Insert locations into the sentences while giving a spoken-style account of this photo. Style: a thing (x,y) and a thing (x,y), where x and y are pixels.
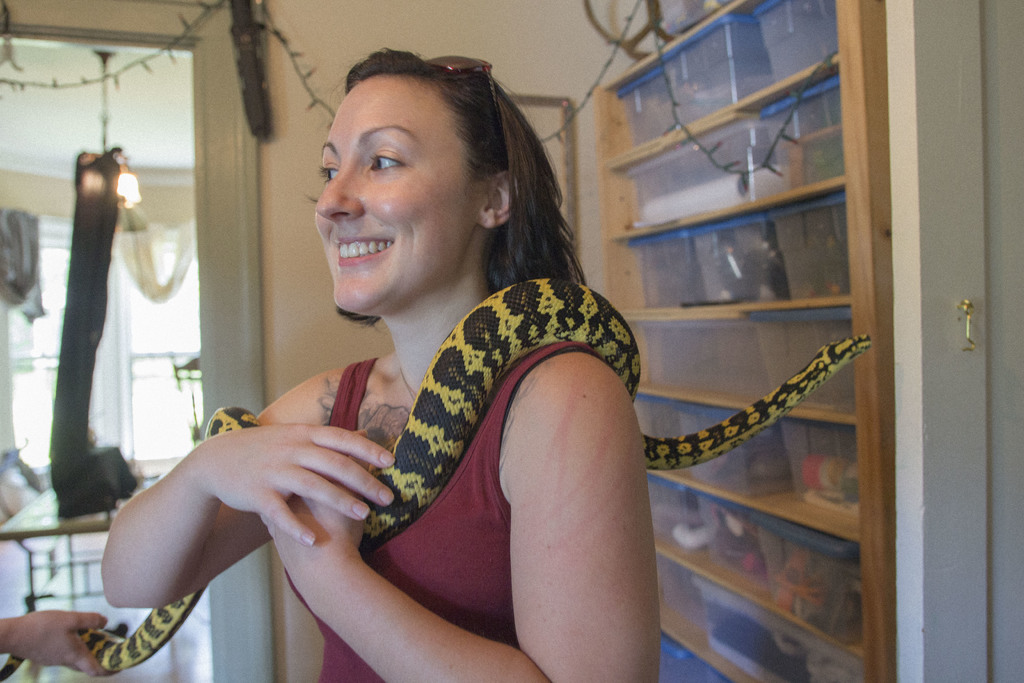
There is a woman (357,182) in this picture smiling. There is a snake (149,637) across the body (624,405). In the background (296,370) there is a wall (414,31) and a cupboard (693,146) here.
